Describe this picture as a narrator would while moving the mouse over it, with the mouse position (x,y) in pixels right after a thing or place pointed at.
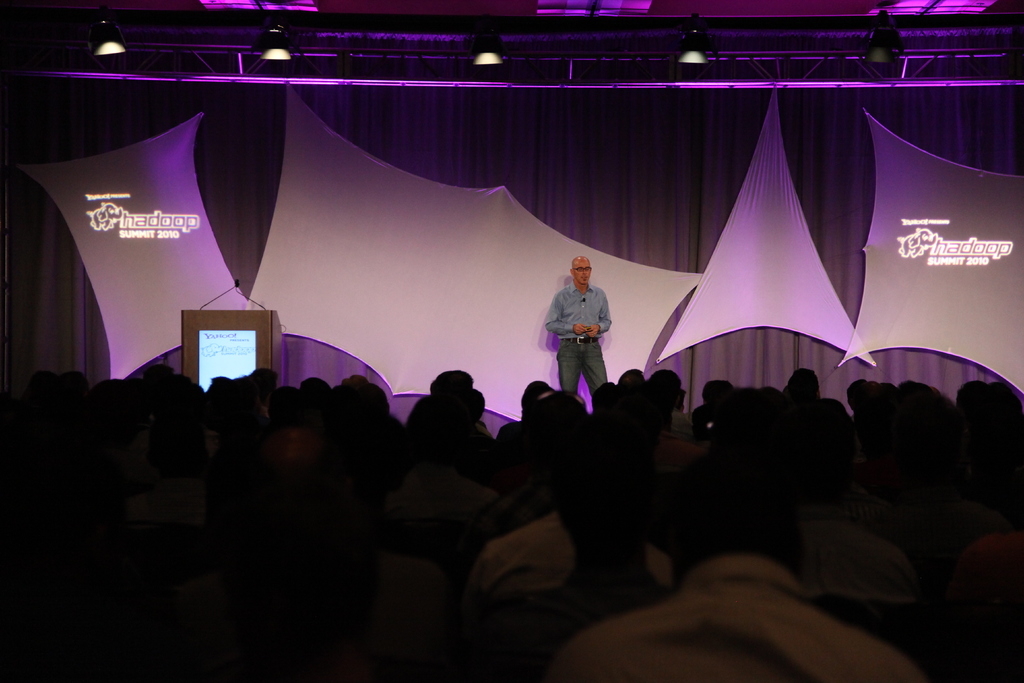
In this picture there is a man (589,302) wearing blue color shirt (594,322), standing on the stage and giving a speech. Behind there is a black and white curtains (398,206) and on the top (112,75) there is a metal frame (638,56) with spotlight (691,58). In the front (257,448) there is a group of persons (536,530) sitting and listening to him.
